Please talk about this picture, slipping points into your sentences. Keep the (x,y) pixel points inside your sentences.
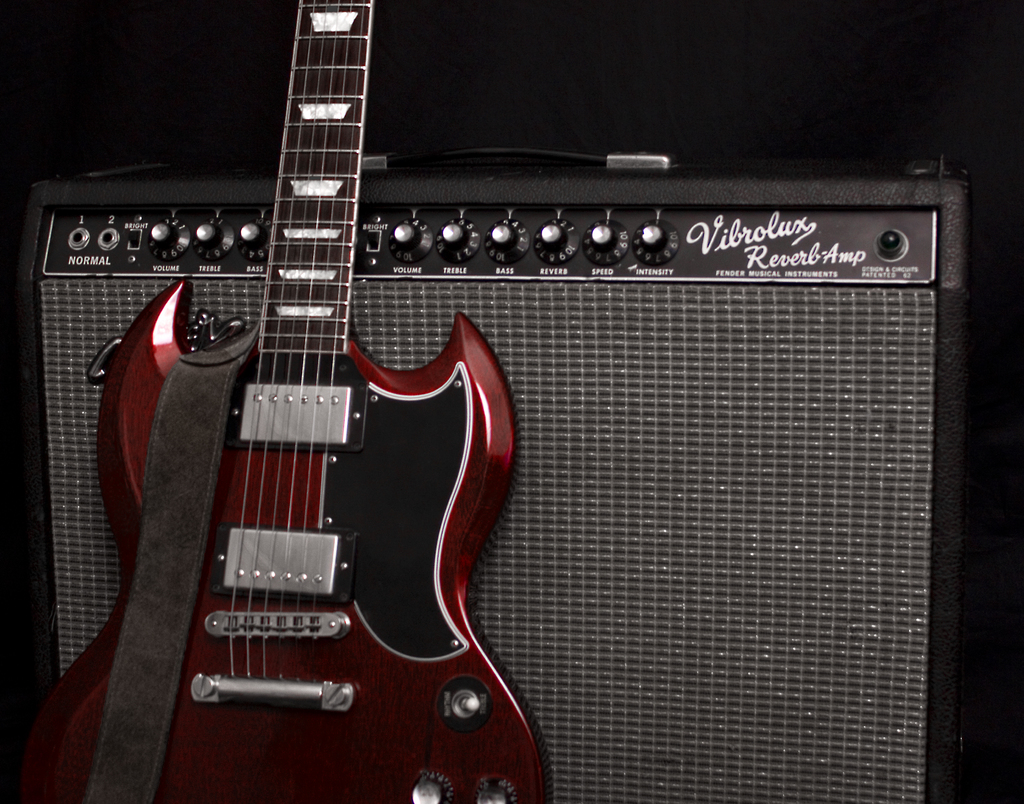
In this image, I can see a guitar (408,631) and guitar amplifier (745,423). The background (498,85) is dark.
